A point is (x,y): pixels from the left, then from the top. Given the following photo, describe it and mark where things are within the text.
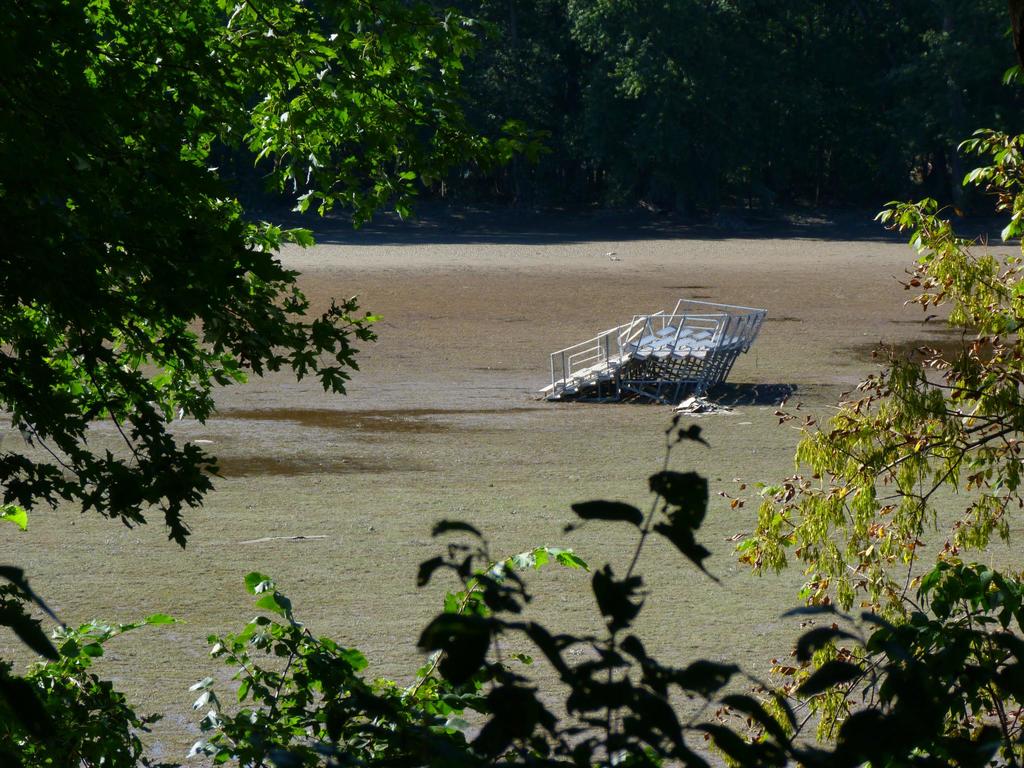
In this image I can see few trees (123,302) and plants (939,711) in green color. In front I can see some object (627,359) in white color.
